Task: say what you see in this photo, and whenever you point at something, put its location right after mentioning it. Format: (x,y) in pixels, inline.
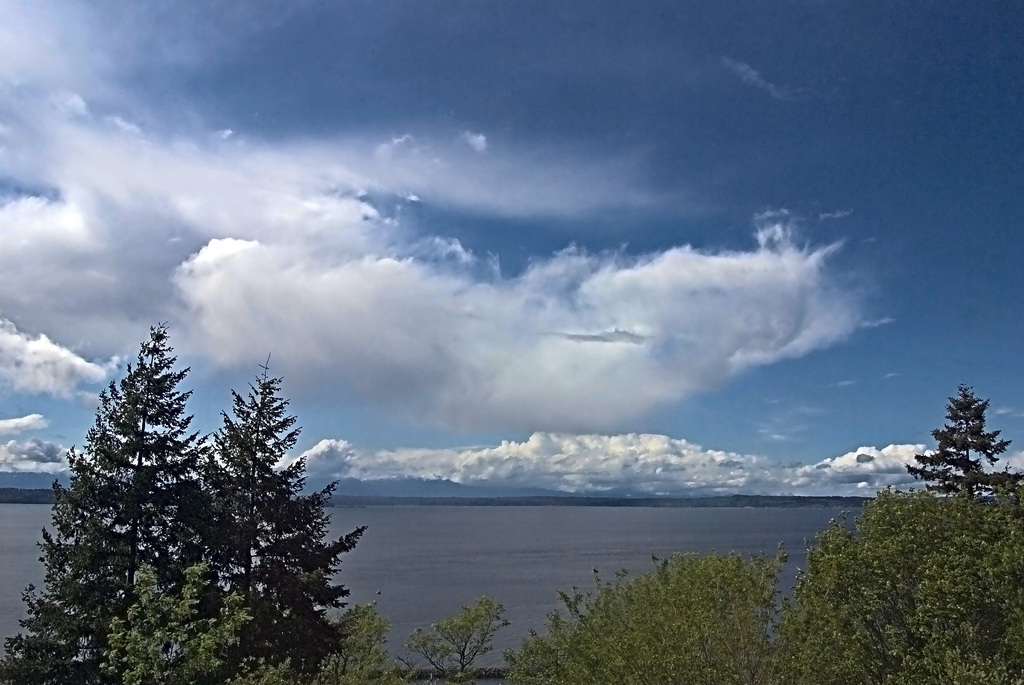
In this image we can see the sea (376,515), there are some trees (284,510), and also we can see the sky (602,301).
